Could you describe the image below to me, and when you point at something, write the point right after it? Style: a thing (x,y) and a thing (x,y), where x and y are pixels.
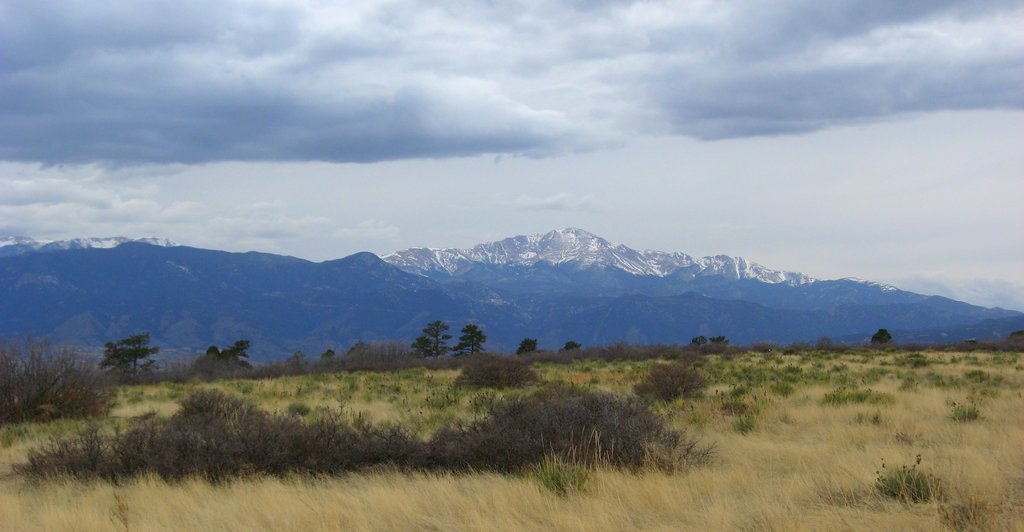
In this picture I can observe some grass (404,405) and plants (167,448) on the ground (524,412). In the background (285,299) there are mountains (477,277) and I can observe a sky (440,185) with some clouds (472,118).
